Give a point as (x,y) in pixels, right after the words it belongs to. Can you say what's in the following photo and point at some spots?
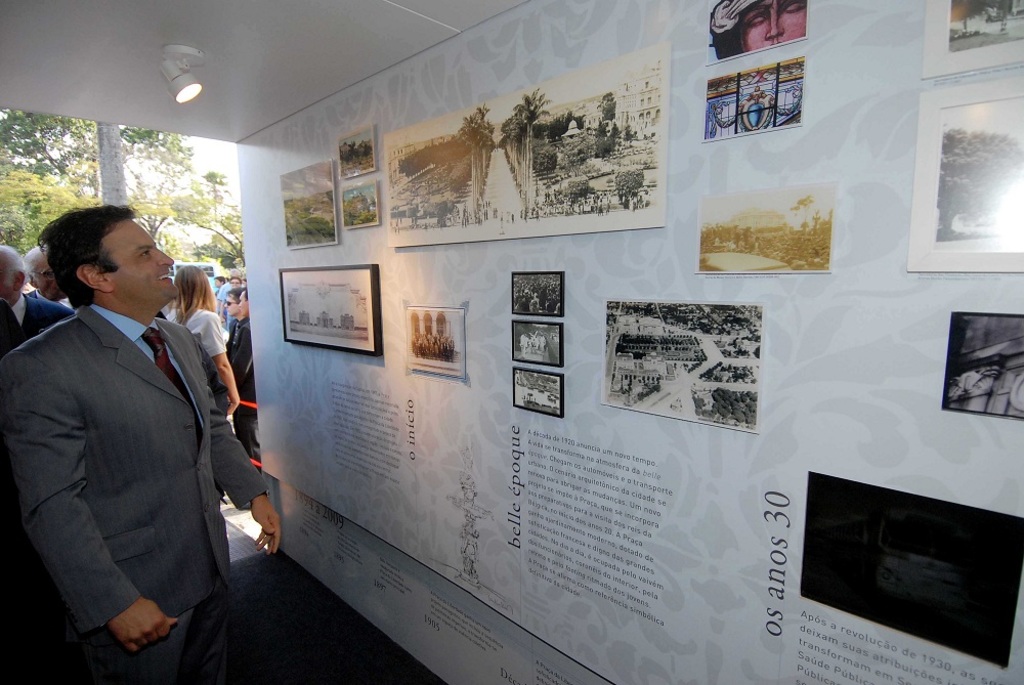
In this image we can see people (142,665), light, wall (787,679), and trees (224,177). On the wall (264,253) we can see frames (716,359) and some information (925,663). In the background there is sky (184,186).
